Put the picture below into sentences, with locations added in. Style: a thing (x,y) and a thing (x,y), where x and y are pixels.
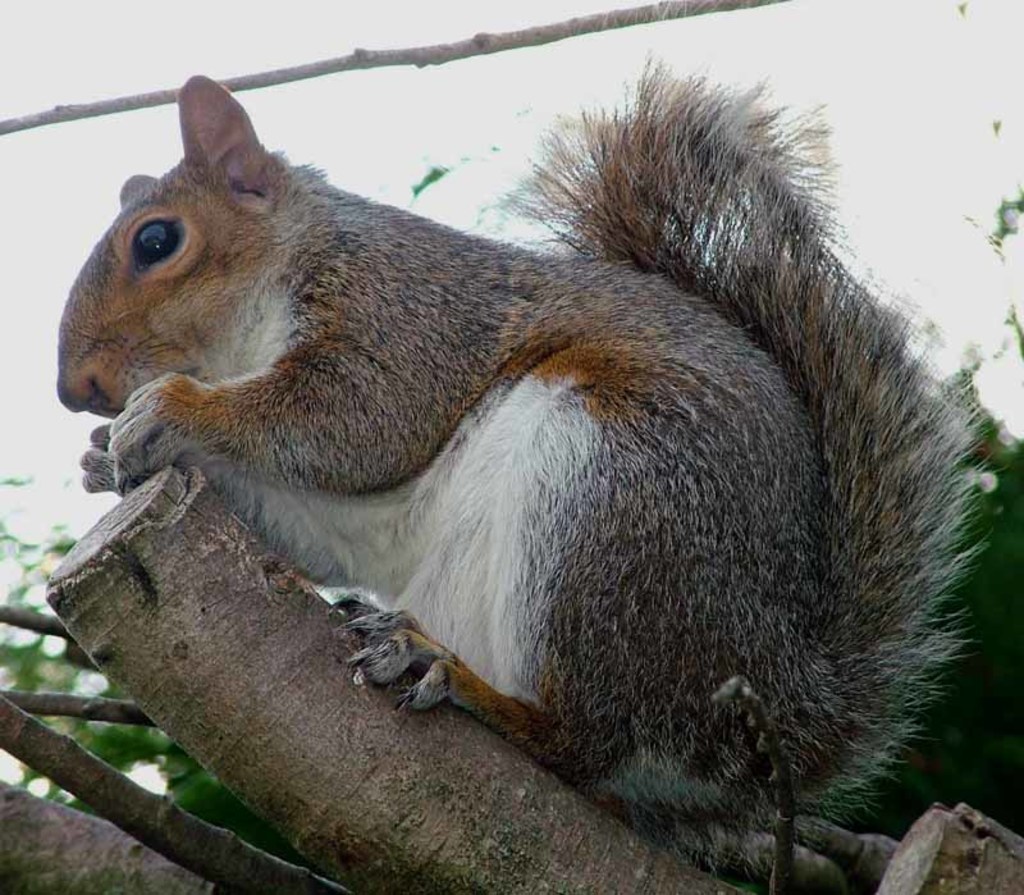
This picture is clicked outside. In the center (365,482) we can see a squirrel (444,401) seems to be sitting on a wooden object (241,710). In the background (427,66) we can see the sky (474,212), green leaves (1016,516) and some other objects (943,834).
